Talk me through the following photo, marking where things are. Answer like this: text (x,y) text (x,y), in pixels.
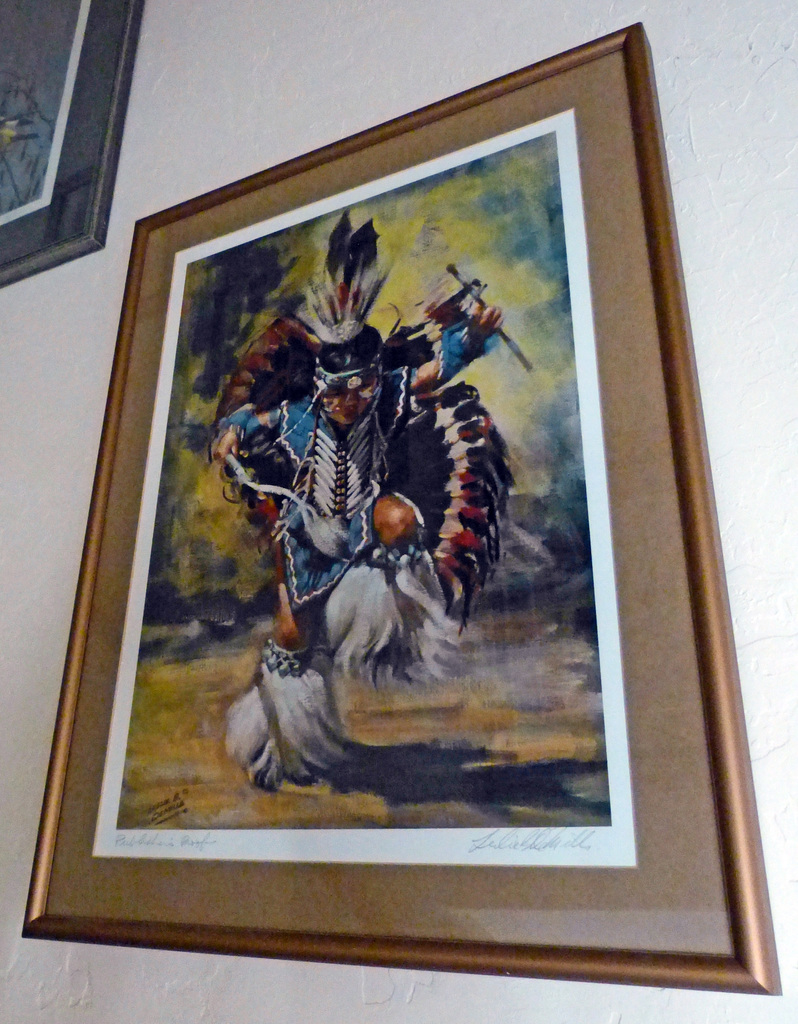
In this picture we can see frames (594,129) on the wall (260,1017).
